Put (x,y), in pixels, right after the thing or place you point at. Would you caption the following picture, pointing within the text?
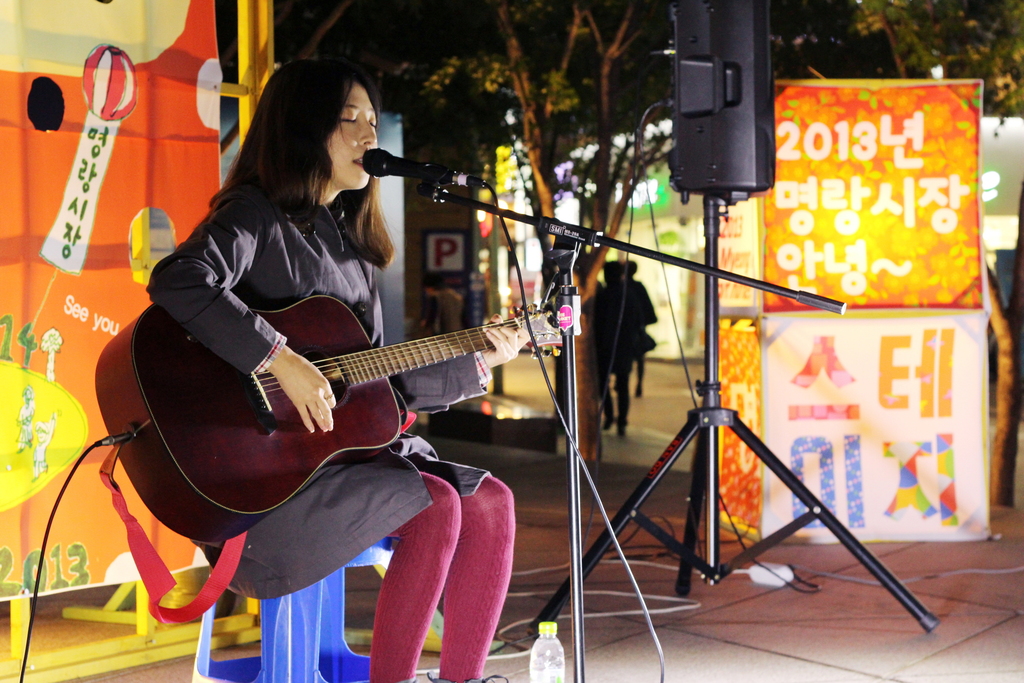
This woman (315,219) is sitting on a chair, playing guitar (334,369) and singing in-front of mic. Far there is a tree (580,101), under this tree (523,68) persons (633,279) are standing. Backside of this woman (267,359) there is a banner (84,175). This is speaker (702,160) with stand (809,495).
